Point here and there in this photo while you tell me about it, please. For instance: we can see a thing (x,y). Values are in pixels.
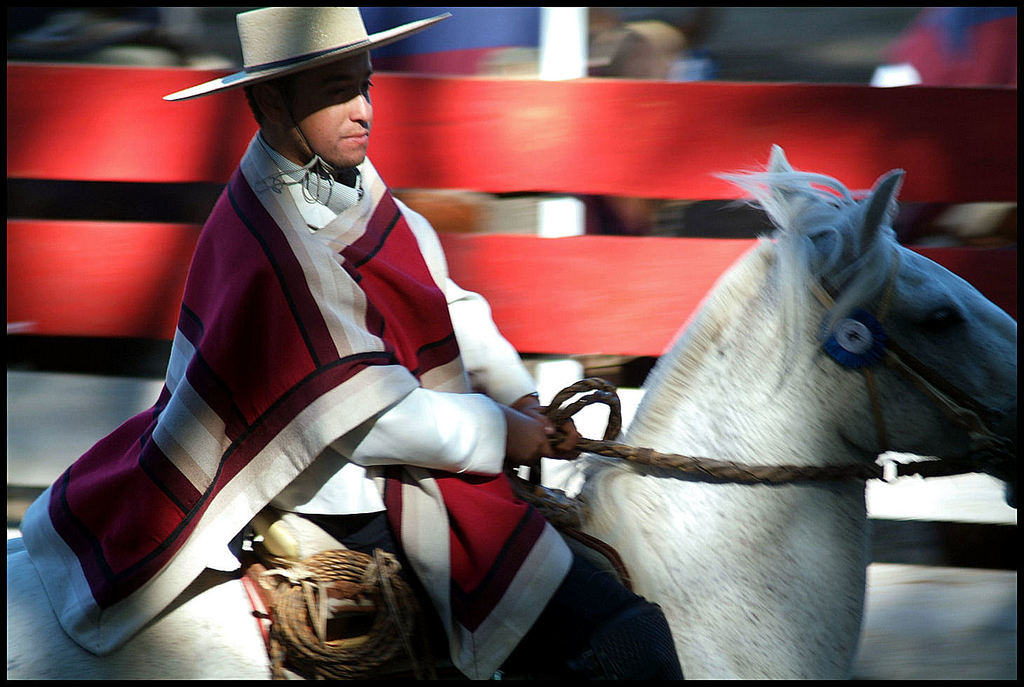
As we can see in the image there is a man (415,388) sitting on horse (810,549).
